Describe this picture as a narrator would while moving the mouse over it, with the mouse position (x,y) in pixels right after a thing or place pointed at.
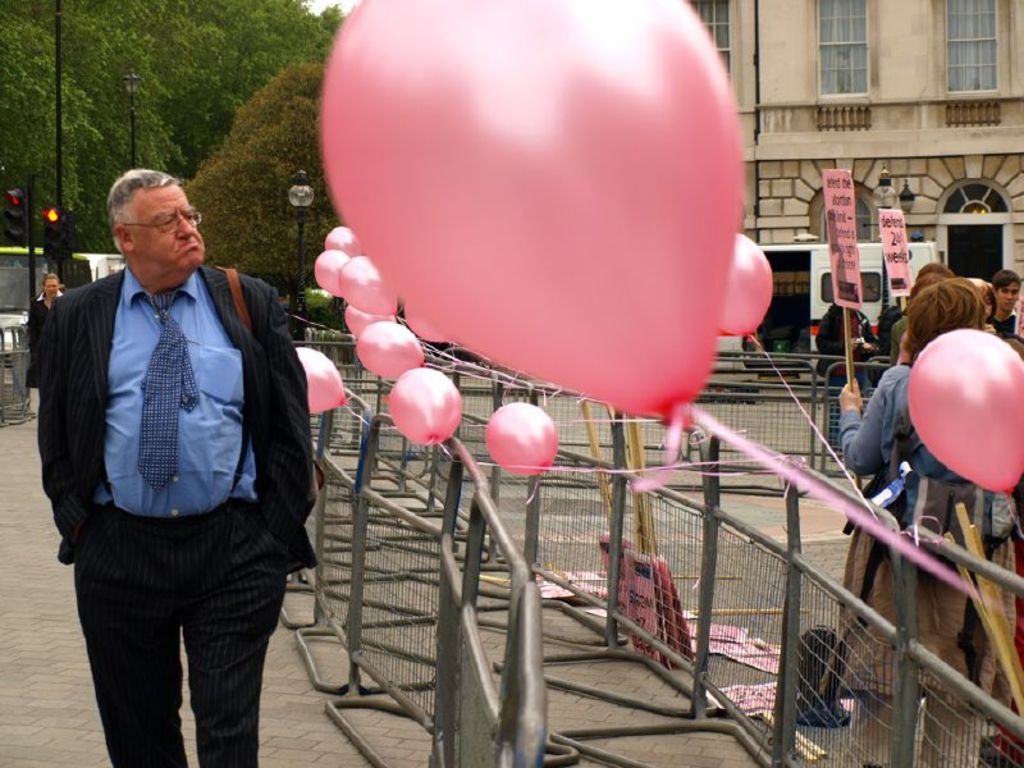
In this picture there are people (901,368) and we can see fence (748,611), boards (846,288) with sticks (993,610) and balloons (949,437). In the background of the image (309,65) we can see vehicles (779,315), building (1020,29), trees (314,162), poles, lights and traffic signals (46,235).
